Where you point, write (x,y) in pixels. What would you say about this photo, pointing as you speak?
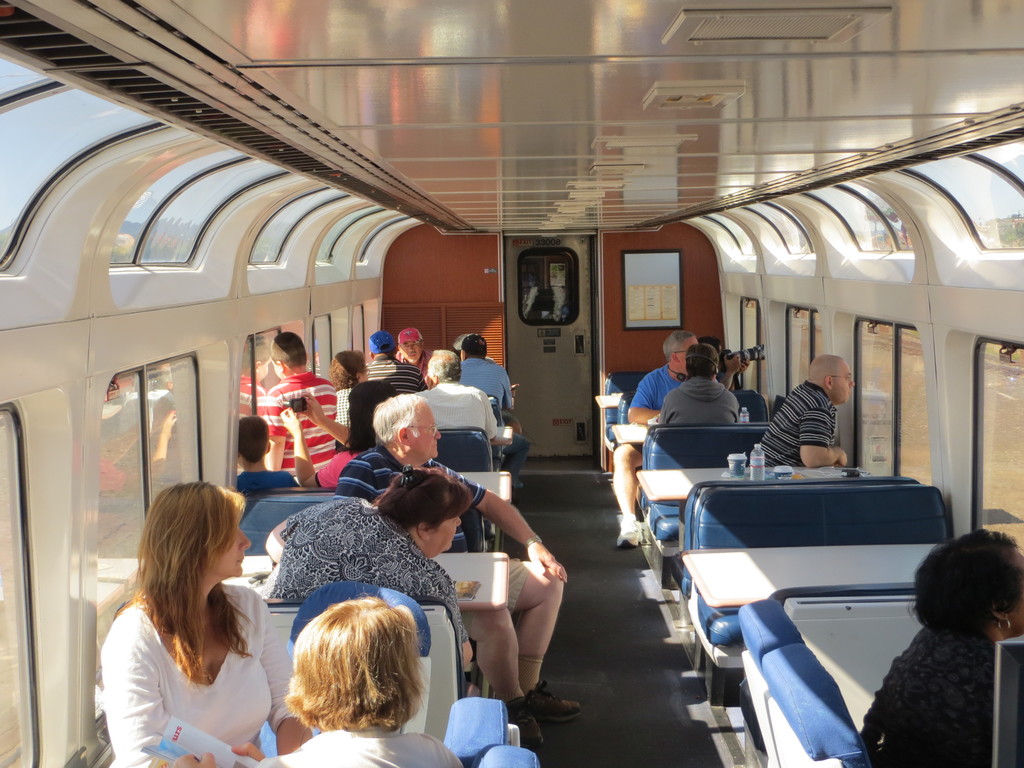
In this image we can see many people (882,687) sitting inside a train (581,477). There are windows (536,280) and a door (532,325). And there are seats (483,468) and tables (486,488). And there are bottles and some other items (736,469). In the back (676,258) there is a board (644,282) on the wall (619,293).
